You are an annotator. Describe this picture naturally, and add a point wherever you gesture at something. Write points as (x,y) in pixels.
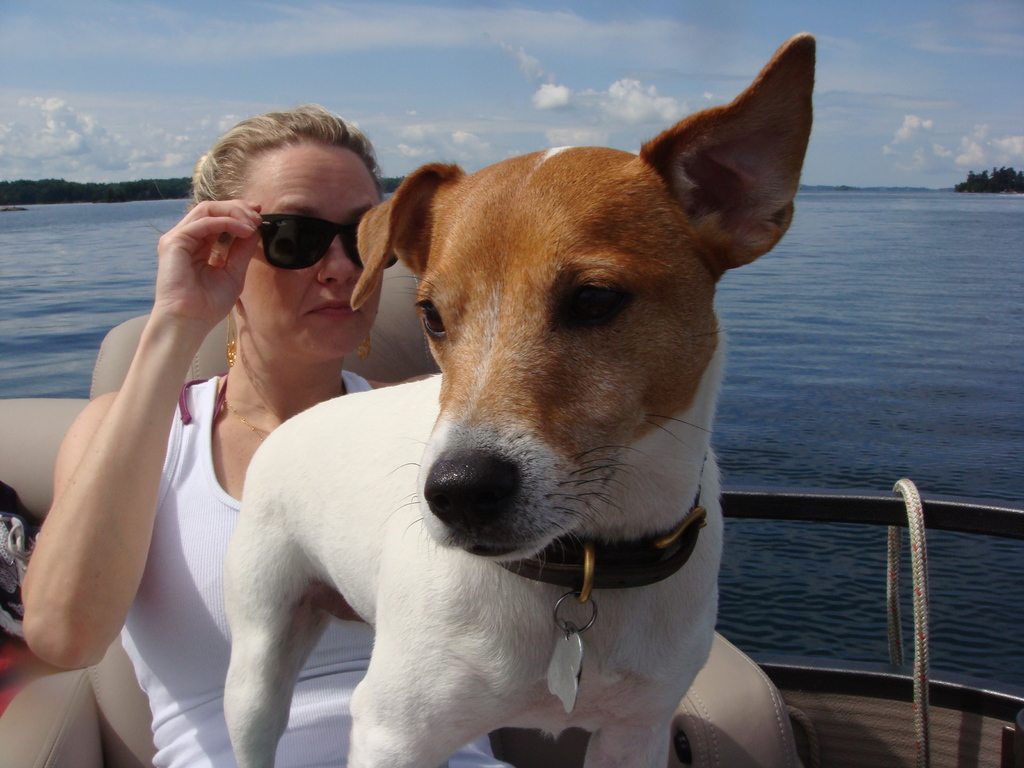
In the picture I can see a woman (185,554) is sitting. The woman (185,554) is wearing black color shades (276,255) and white color clothes (311,685). Here I can see a dog (438,522). In the background (778,284) I can see the water (176,200), trees (184,188) and the sky (611,114).
